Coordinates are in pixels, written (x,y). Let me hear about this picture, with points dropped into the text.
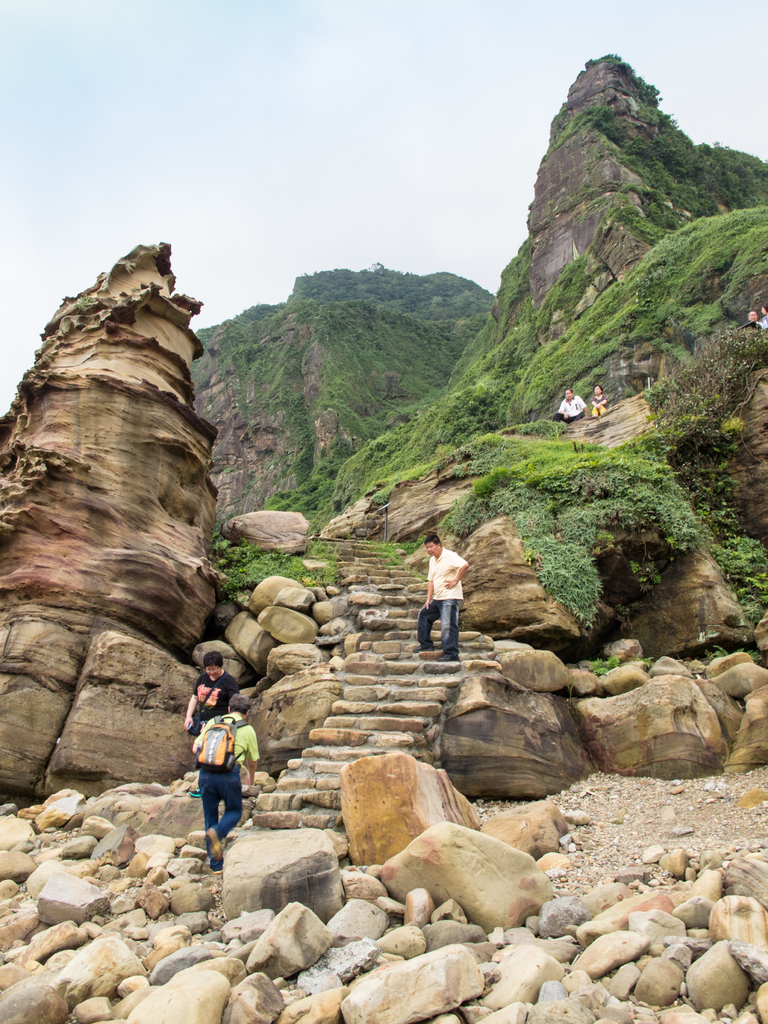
There are huge rocks (326,1006) and few people (247,733) are walking around the rocks (341,631) and two of them were sitting upon the hill (535,455) on the right side (603,448) and one person (433,639) is standing on the steps (371,673), in the background (446,161) there is a sky (439,201).
